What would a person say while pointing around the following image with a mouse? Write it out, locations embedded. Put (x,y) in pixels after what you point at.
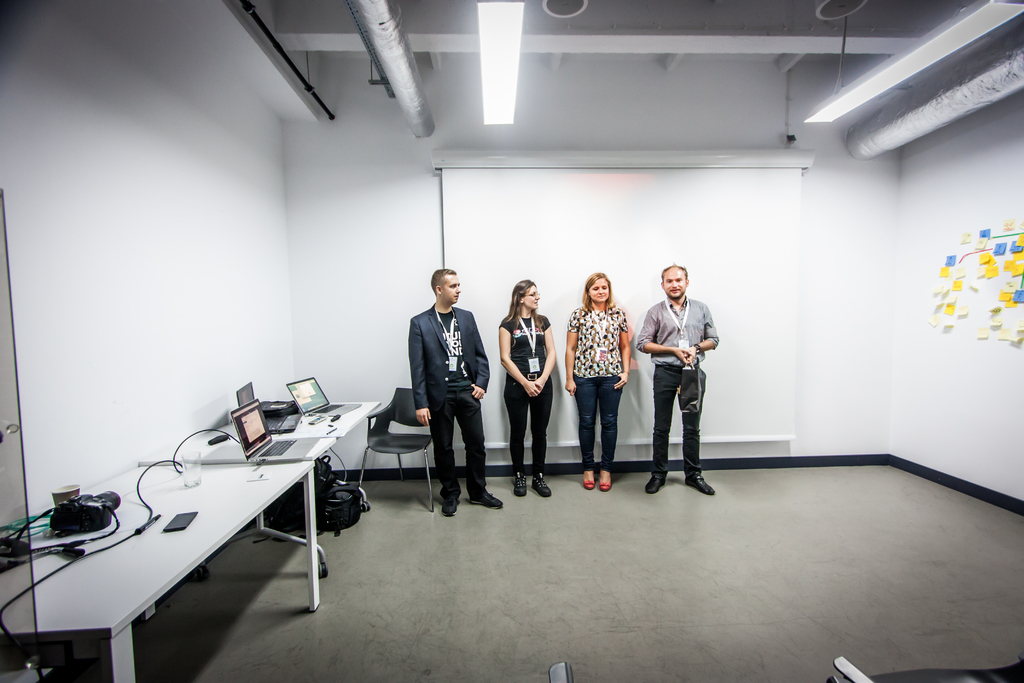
In this image I can see four people (661,351). To the left (245,422) there are laptops (279,442) on the table (170,486). There is a light (514,90) and the projector (556,173) to the wall (914,275).
